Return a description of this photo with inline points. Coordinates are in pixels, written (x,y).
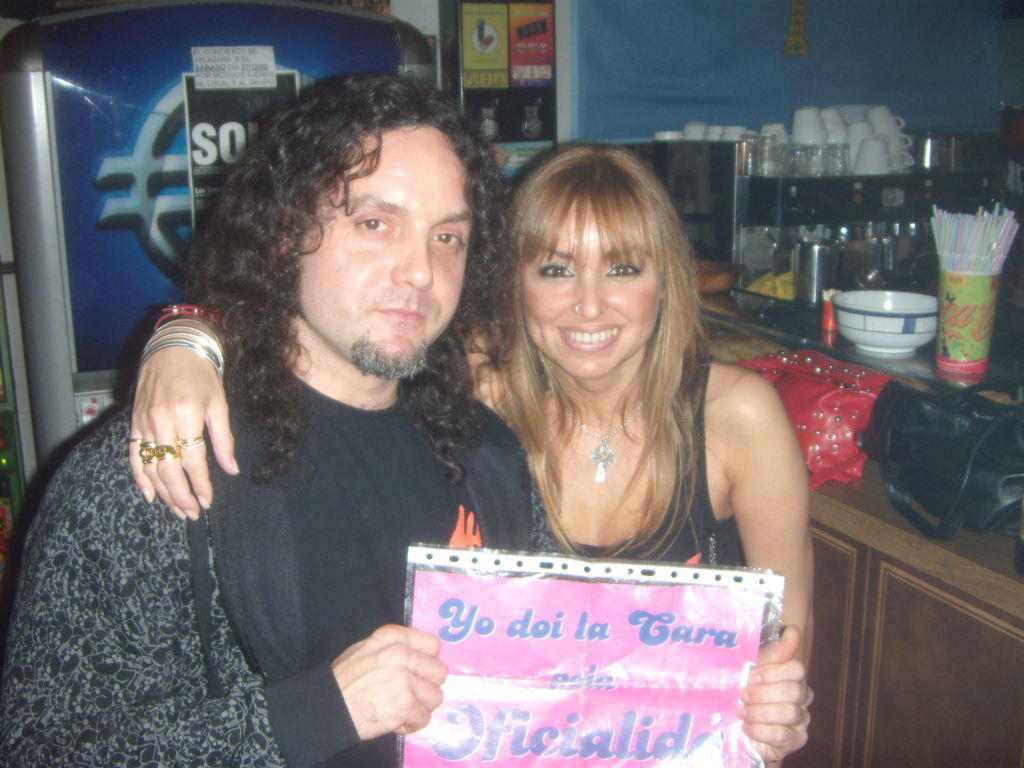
In this image there is a man (356,424) and a woman (598,462) holding a poster (446,725) in their hands (744,699), on that there is some text (606,751) in the background (800,318) there is a table (804,331) on that table (818,336) there is a bowl (912,326), straws (965,247) and cups (880,171) and a fridge (335,76).
